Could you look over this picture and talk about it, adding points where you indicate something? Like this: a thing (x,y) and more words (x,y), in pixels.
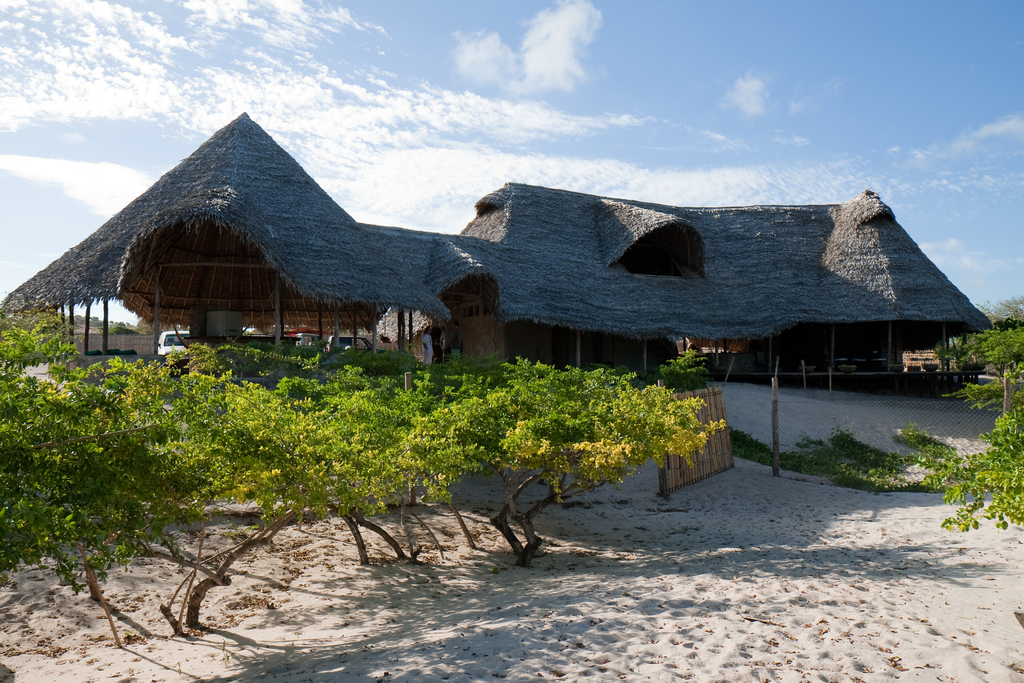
In this picture there is a big shed house (470,326) and some trees (333,364). In the front (916,622) bottom side there is a sea sand (696,641).
